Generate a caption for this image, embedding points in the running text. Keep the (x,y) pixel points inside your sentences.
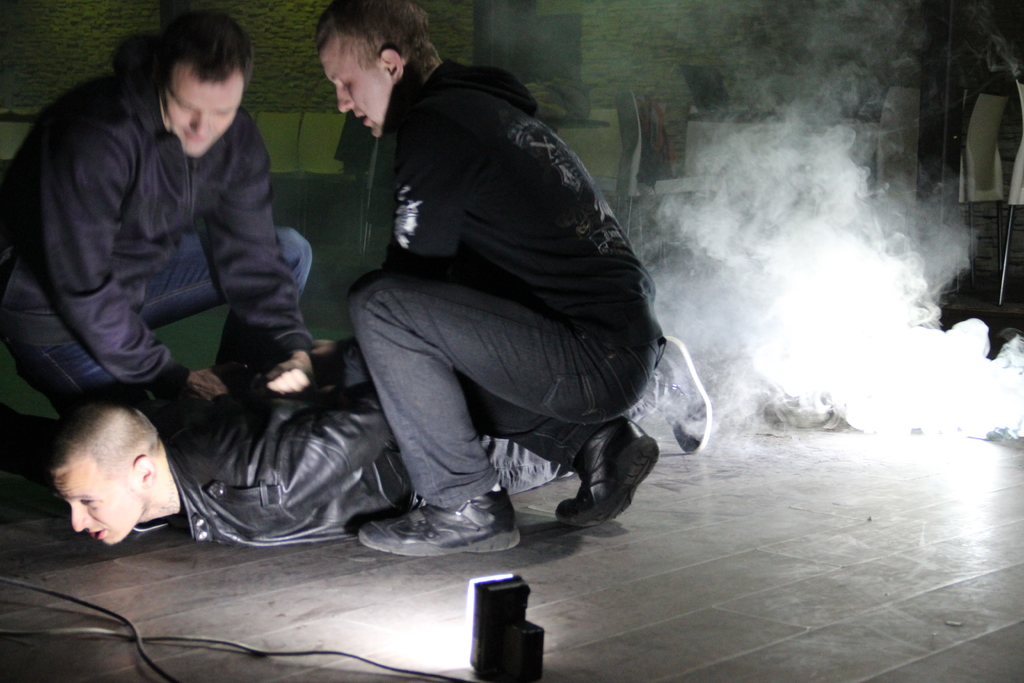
As we can see in the image there is smoke (783,351), light (528,649), wall (435,4) and on the left side (174,157) there are three people (159,235) wearing black color jackets (140,216).
